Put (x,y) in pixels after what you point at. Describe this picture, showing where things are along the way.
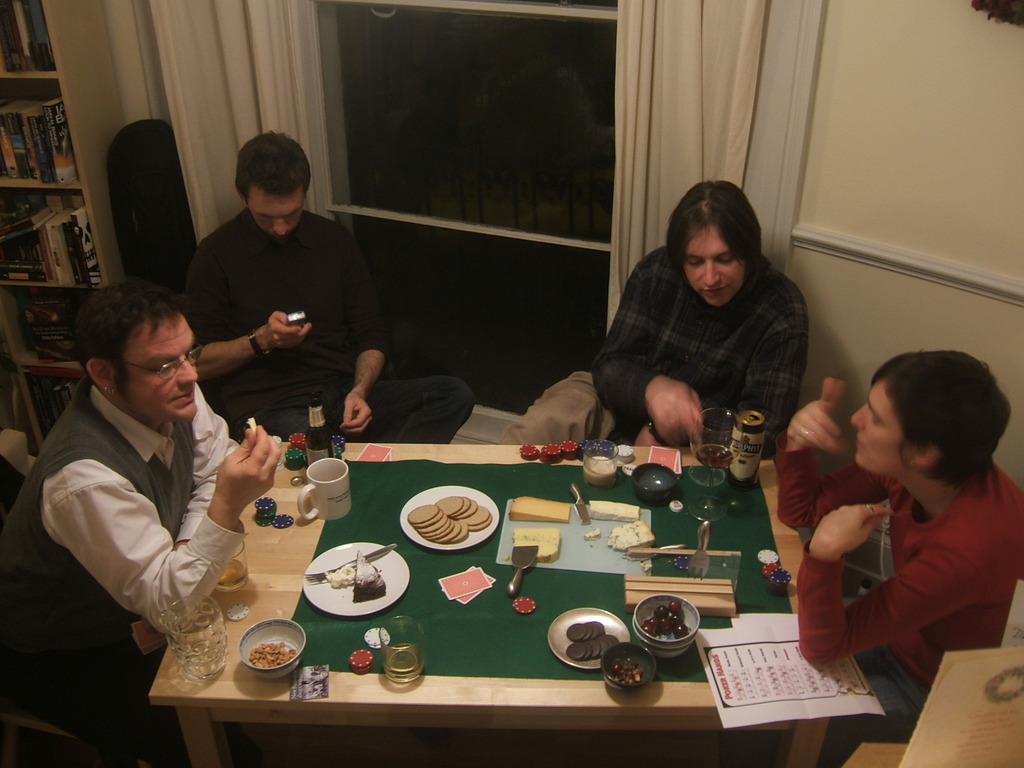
In the image we can see four people (952,581) sitting they are wearing clothes (727,322) and the left side person (134,535) is wearing spectacles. In front of them there is a table (550,582), on the table (316,629), we can see plate (333,595) and food (376,594) on a plate (371,599), bowl (262,670), tea cup (321,510), bottle glass (409,668), chopping board (570,554), cards (652,450), play coins (623,459) and other things (761,700). Here we can see the window (532,169), curtains (267,66) and the wall (853,123). There are even books (32,213) kept on the shelf (30,180).
